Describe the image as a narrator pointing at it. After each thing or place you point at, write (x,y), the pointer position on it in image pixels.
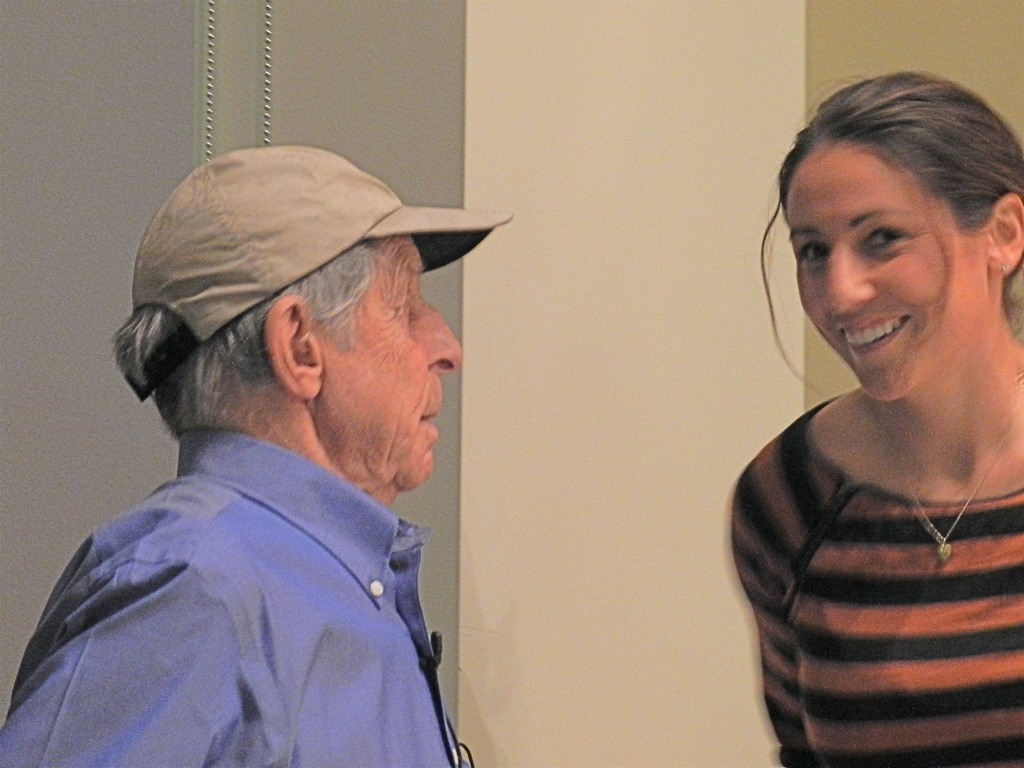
In this image I can see two persons (741,580) standing, the person (901,568) at right (913,588) is wearing black and brown color shirt (873,613) and the person (144,633) at left (165,632) is wearing purple color shirt (203,631), background (23,312) I can see the wall (551,75) in white and gray color.
